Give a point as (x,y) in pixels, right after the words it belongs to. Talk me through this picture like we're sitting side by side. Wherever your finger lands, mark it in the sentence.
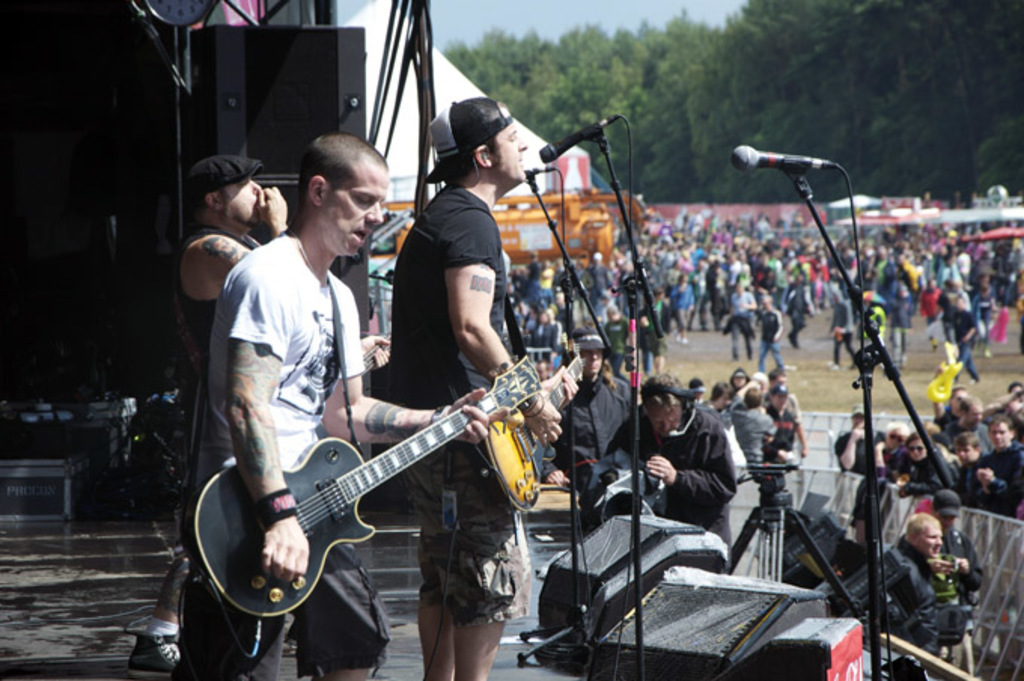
In this picture we can see three men (333,584) on stage (413,646) where two are holding guitars (440,434) in their hands (475,417) and playing it and one is singing on mic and in front of them a group of people (974,470) where some are standing and some are walking and we have fence (909,503), camera stand (762,472), tree (734,103), sky (551,25), speakers (235,59), clock (192,7).
